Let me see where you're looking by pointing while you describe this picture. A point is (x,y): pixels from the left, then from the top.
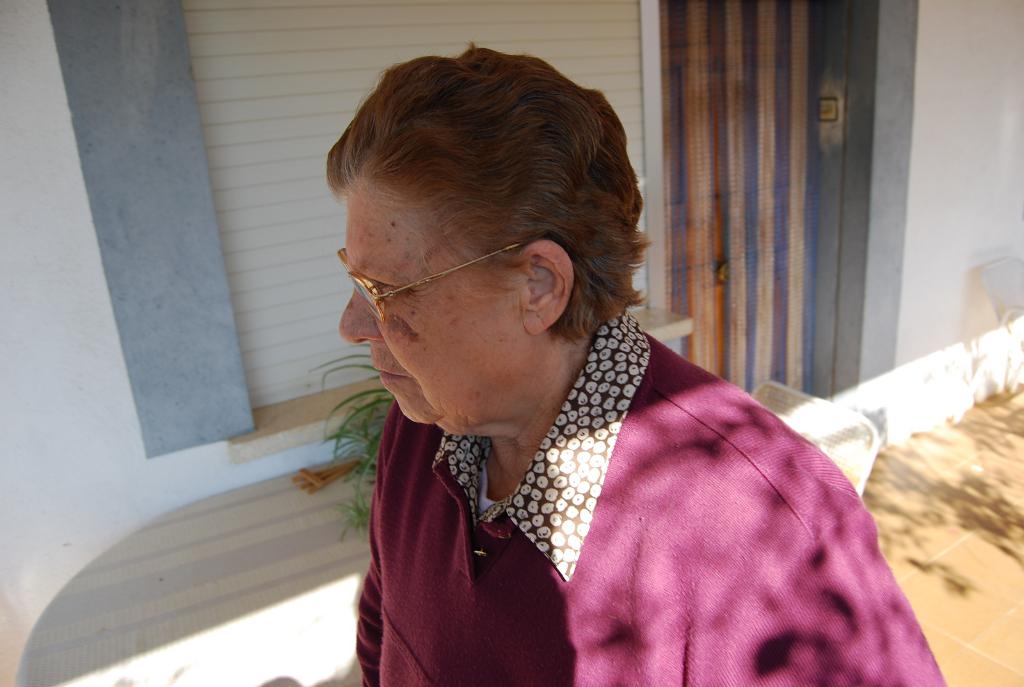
In this image I can see a person (736,536) wearing pink colored dress (709,581). In the background (862,494) I can see a table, a chair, the floor (902,467), the wall (933,203) and the window (303,151).
